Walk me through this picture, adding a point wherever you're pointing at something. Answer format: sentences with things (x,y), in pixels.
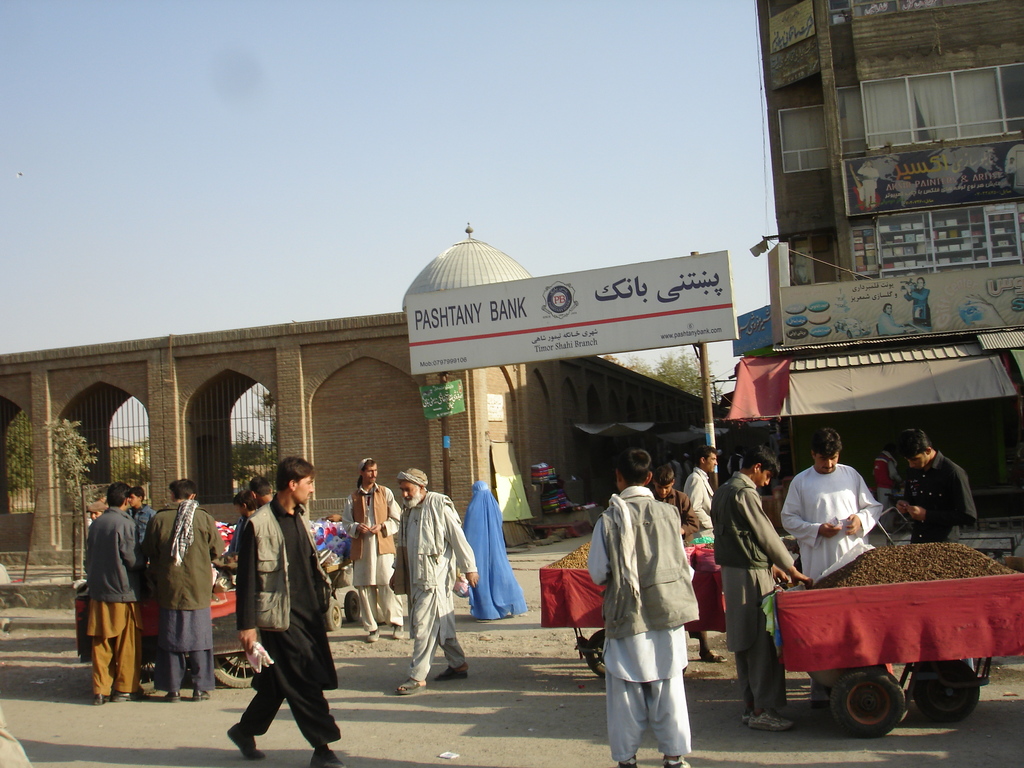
In this picture we can see few people (461,676) are walking on the road (737,679), we can see some carts (602,610), behind we can see some buildings (796,216), boards (652,288).
